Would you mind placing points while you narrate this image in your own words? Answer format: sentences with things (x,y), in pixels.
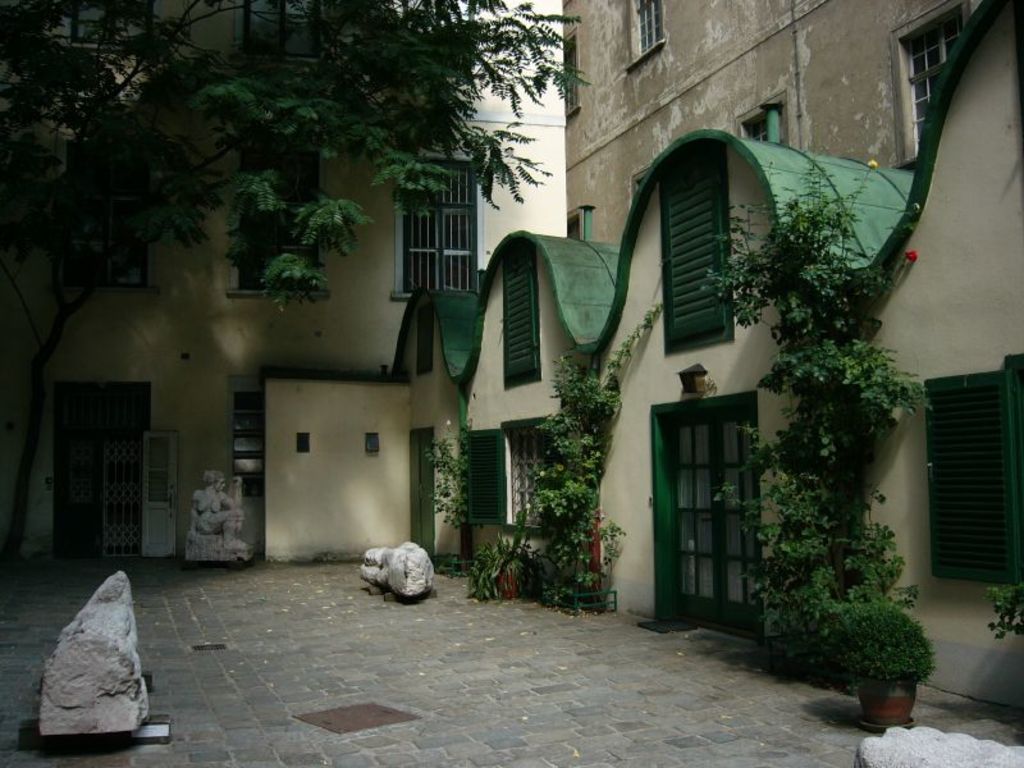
In this picture I can see there are few statues (227,531) here and there are plants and buildings (432,213) and there are windows (422,238) and doors (670,480).
